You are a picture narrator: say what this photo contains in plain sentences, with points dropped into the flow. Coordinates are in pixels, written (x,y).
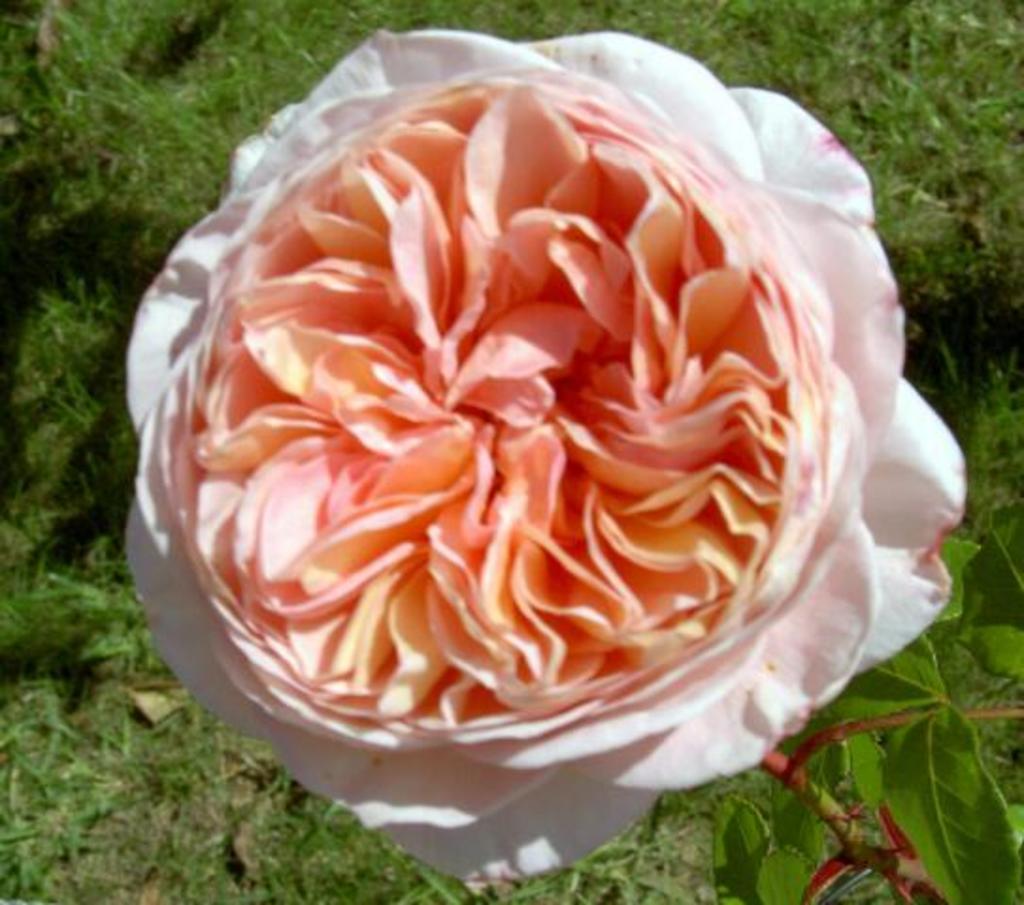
Here there are plants (1022,628) this is flower (406,557).
